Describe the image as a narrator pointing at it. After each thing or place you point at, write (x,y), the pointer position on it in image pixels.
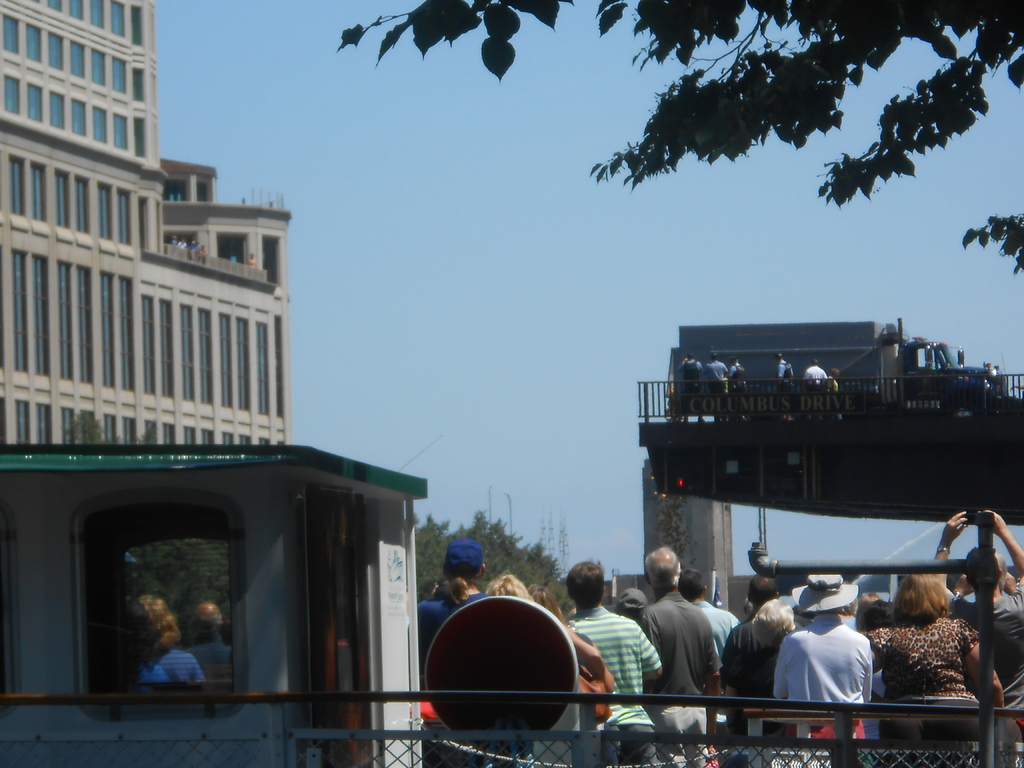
In this image there are group of people (975,623) standing on the boat (524,636) beside them there is a building (224,436) and some other things (1006,388).
